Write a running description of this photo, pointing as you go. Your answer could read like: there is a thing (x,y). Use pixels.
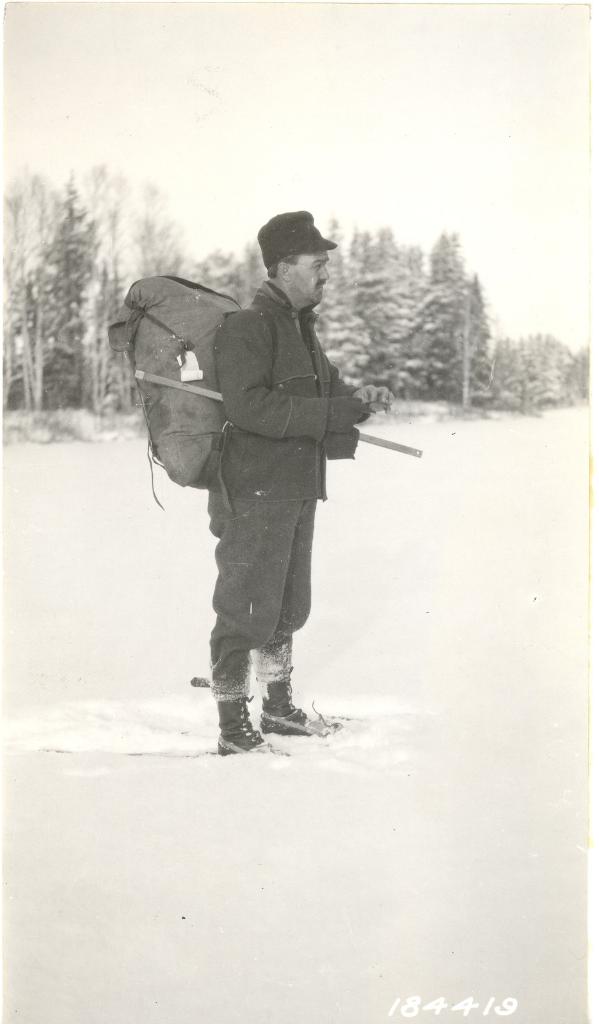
This is black and white image. In this image we can see there is a person (306,383) holding a bag (168,392). There are trees (334,258). At the bottom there is a watermark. In the background (336,82) we can see the sky (370,78).
